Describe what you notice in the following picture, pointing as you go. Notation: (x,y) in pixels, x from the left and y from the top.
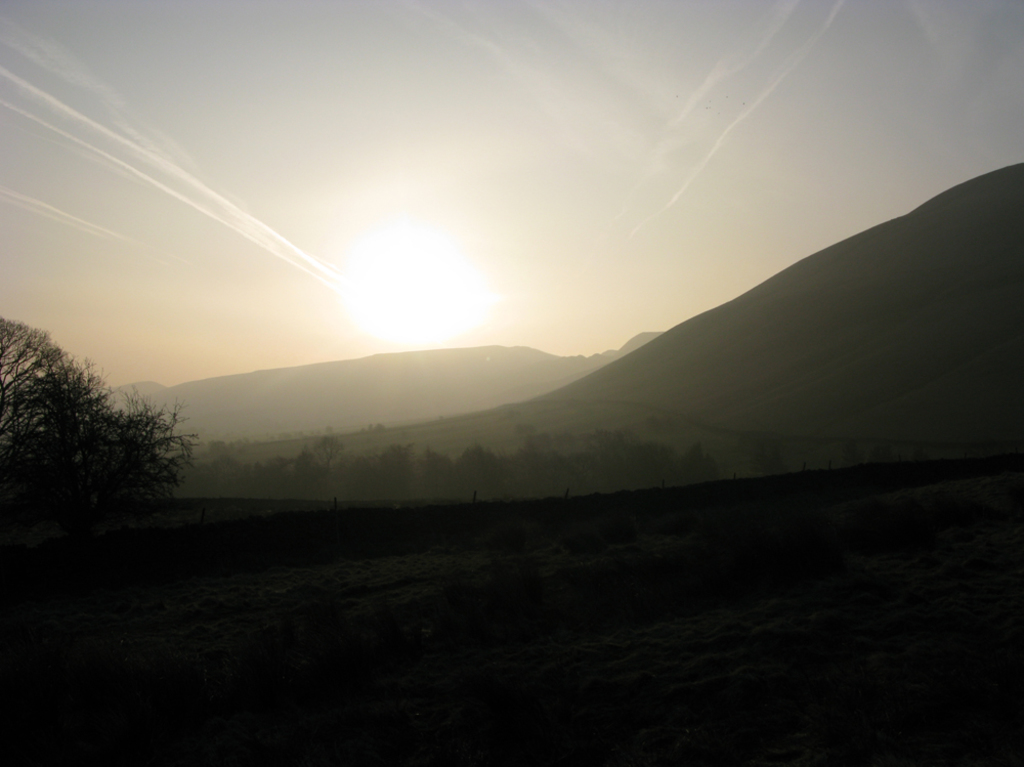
In a given image I can see a tree (153,410), mountains (611,392) and sky (465,237).
